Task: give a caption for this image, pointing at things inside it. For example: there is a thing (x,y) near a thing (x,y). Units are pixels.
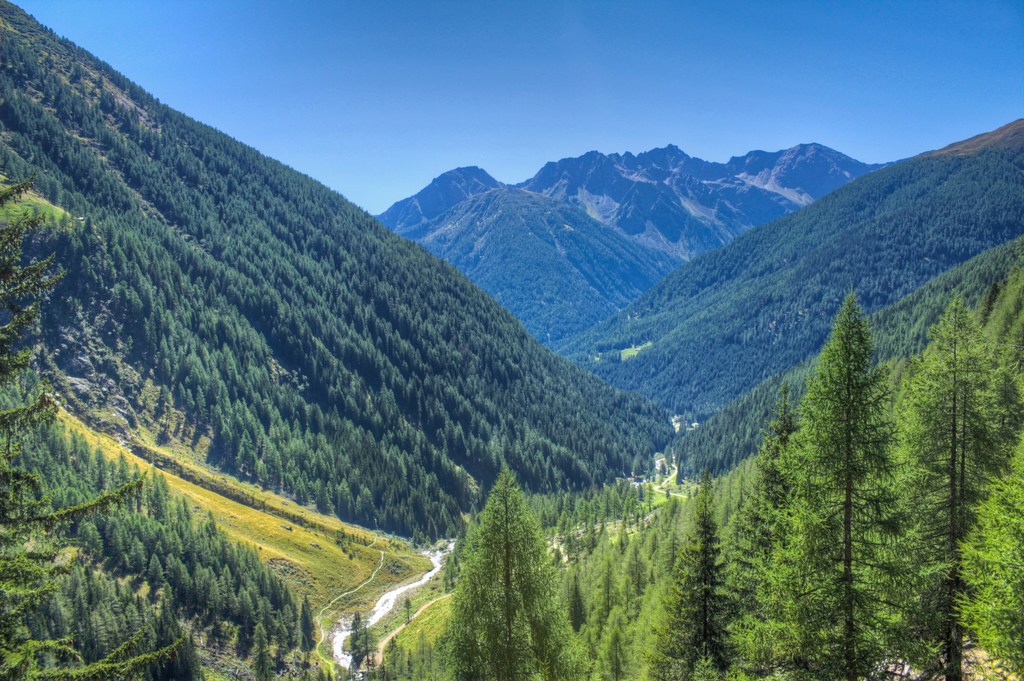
In this picture we can see the beautiful view of the trees (278,259) on the mountain (294,518). In the front (629,579) bottom side there are some trees (886,508) and a small water canal (392,596). Behind there are some huge mountains (616,255) and trees (558,253).
